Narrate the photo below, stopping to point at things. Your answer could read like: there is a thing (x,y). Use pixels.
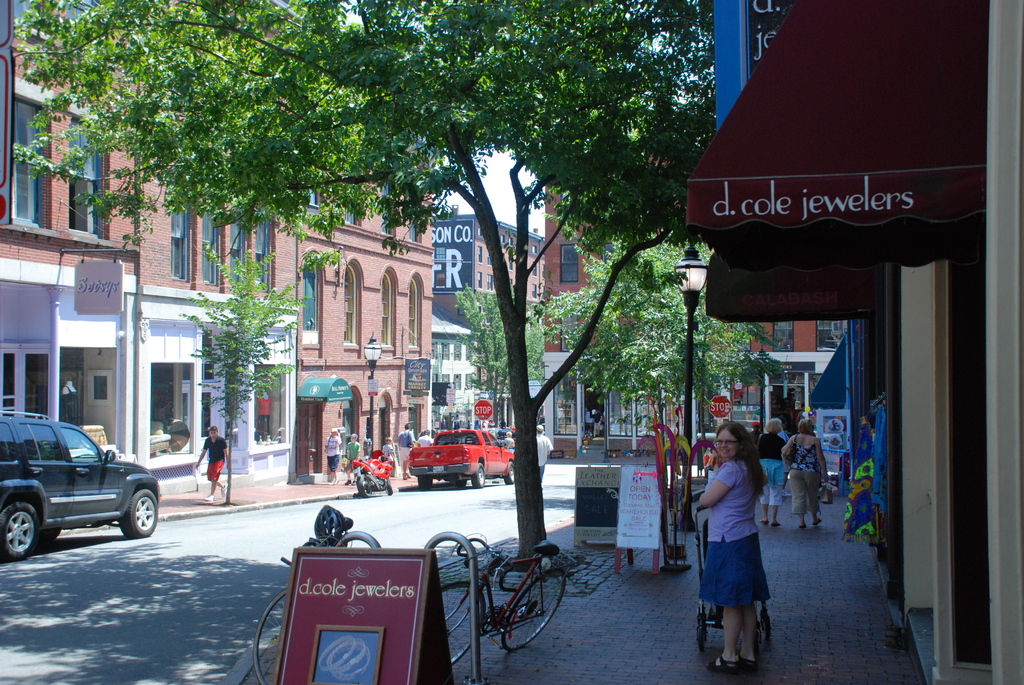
In this image we can see people (750,599), boards (630,479), poles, lights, vehicles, road (276,549), bicycles (335,541), trees (215,52), buildings (328,364) and sky (529,199).
